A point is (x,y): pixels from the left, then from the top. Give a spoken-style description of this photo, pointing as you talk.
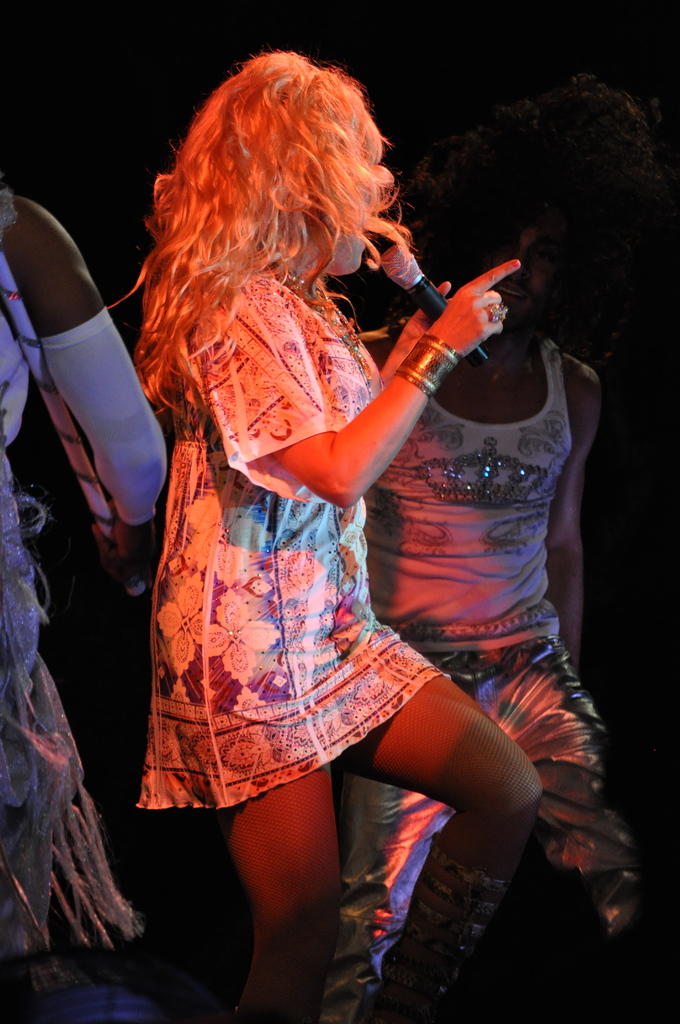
In this image, there are a few people (344,399). Among them, we can see a person (375,145) holding a microphone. We can also see the dark background (433,1). We can also see an object (111,968) at the bottom left (130,962).
